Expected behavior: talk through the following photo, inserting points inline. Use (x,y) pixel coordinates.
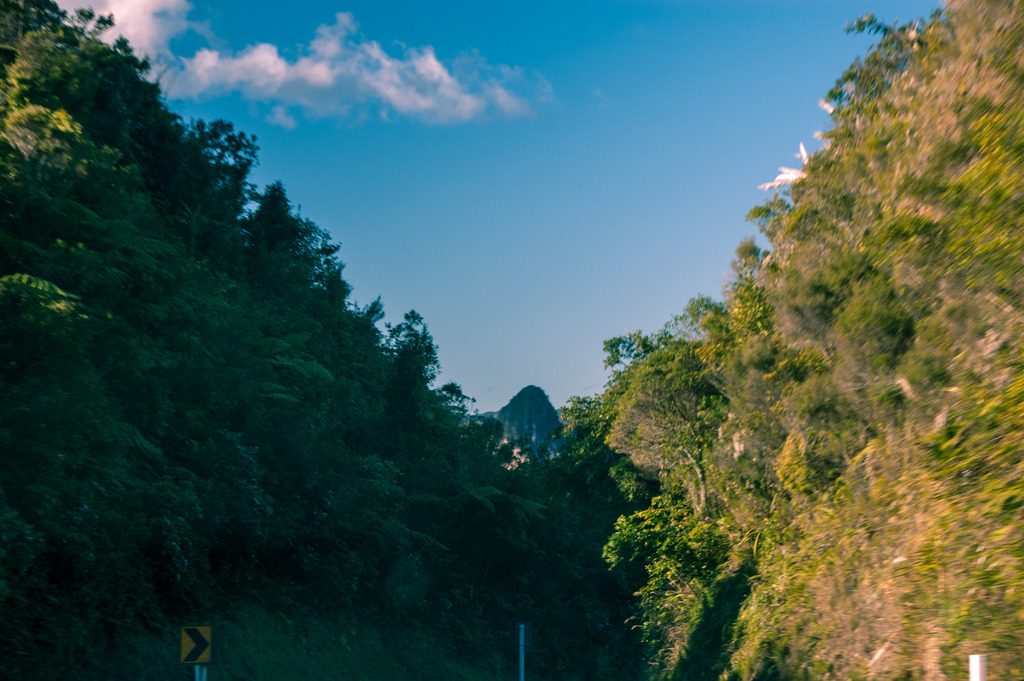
In this image there are mountains (842,372). There are trees (636,406) on the mountains (445,442). In the center (533,284) there is the sky (421,180). At the bottom (192,661) there is a sign board (194,647).
